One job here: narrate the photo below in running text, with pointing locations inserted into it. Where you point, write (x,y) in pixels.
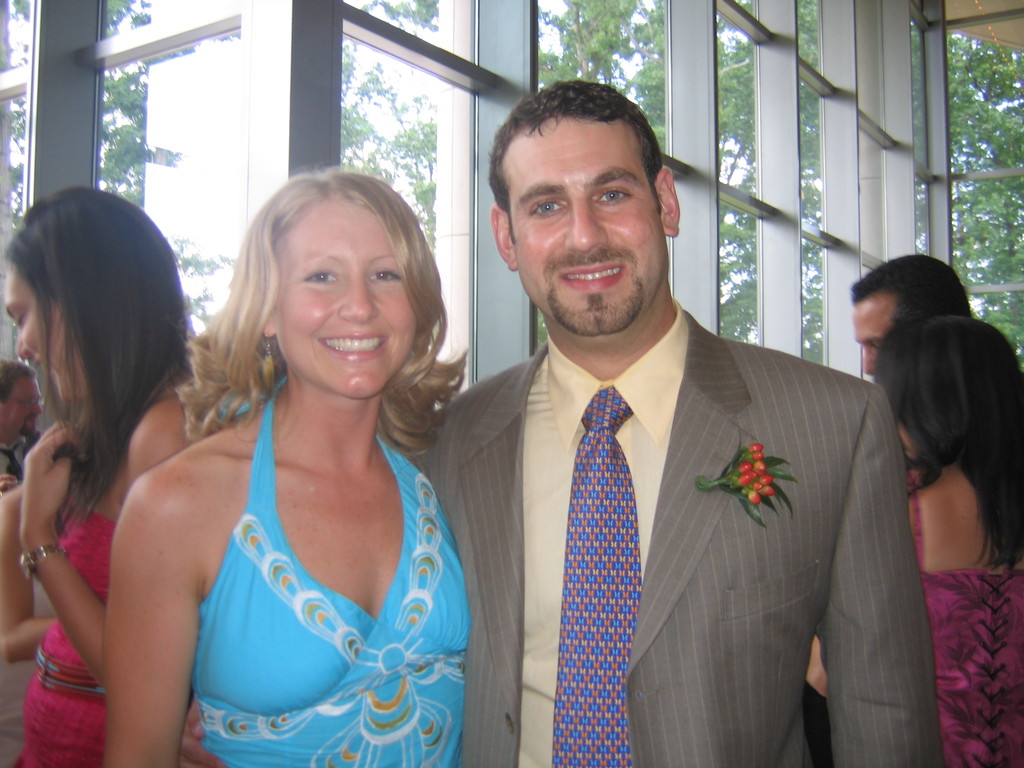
This picture shows an inner view of a building (813,80), this is a glass building (835,249). There are six people (73,273), three men (24,407) and three women (62,313). Outside of the building (816,357) there are many trees (991,141).
